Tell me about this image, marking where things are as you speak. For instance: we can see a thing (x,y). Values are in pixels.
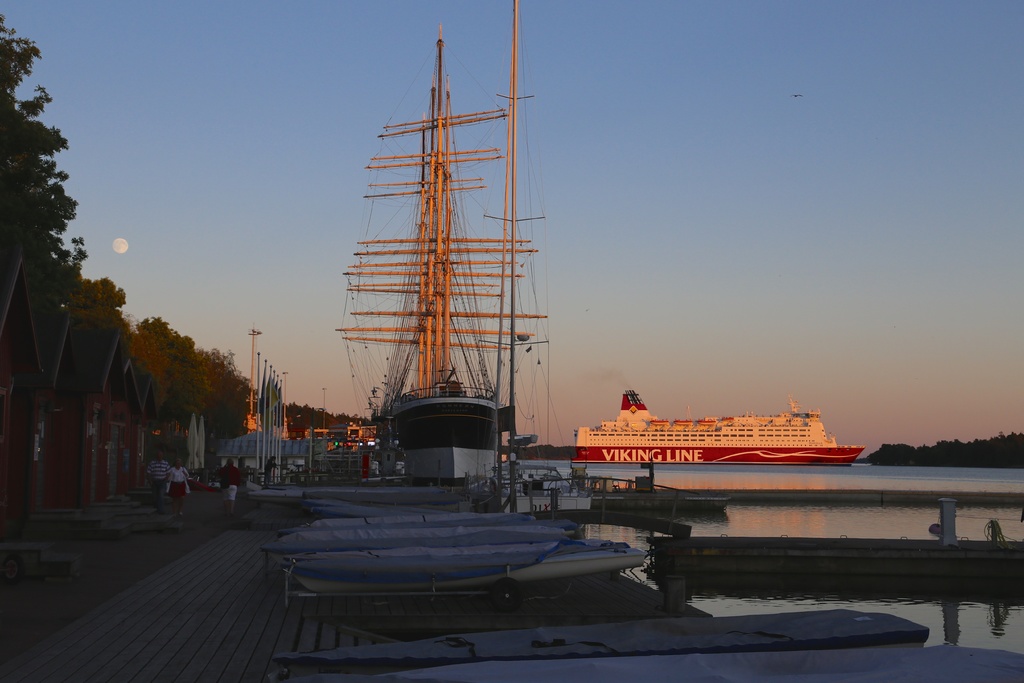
In this picture we can see some boats (565,572) in the front (523,581), on the right side (929,528) there is water (919,516), on the left side (179,433) we can see trees (182,440) and some people (174,491), in the background (743,464) there is a ship (743,464), we can see the sky (696,165) at the top of the picture (647,141).
